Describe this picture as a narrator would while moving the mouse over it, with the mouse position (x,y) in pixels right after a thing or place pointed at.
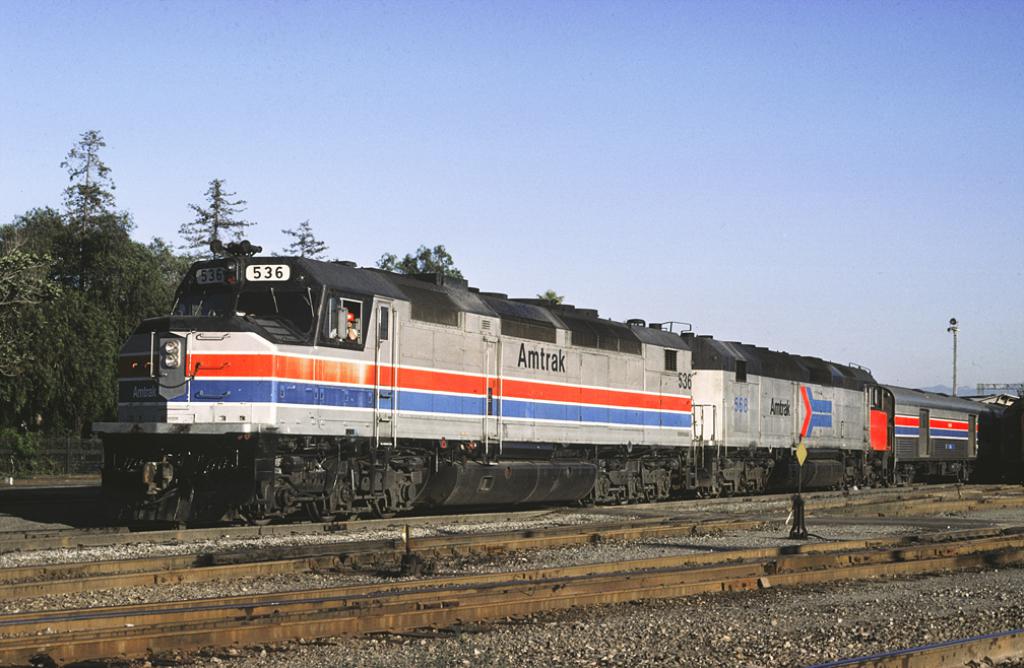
In this image I can see a train (382,443) on the railway track (397,557). In the background (62,276), I can see the trees (93,259) and the sky (544,158).
